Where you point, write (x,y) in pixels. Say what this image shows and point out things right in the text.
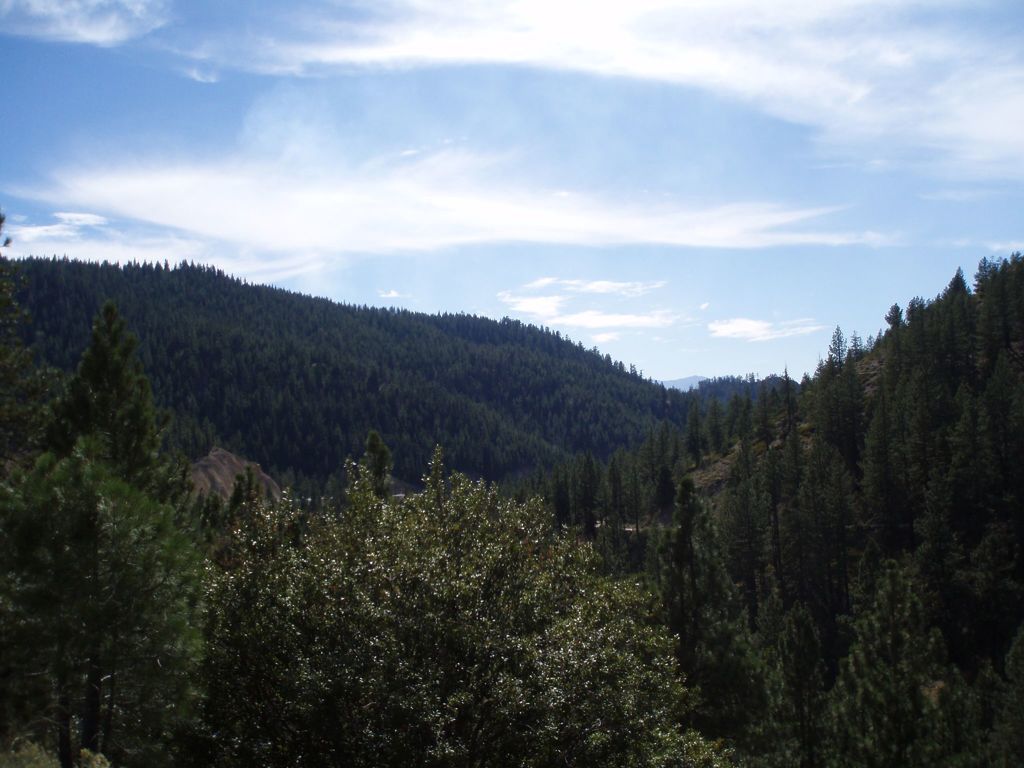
In this picture I can observe some trees (355,585). In the background (437,398) there are hills (362,374) and some clouds (347,235) in the sky (528,216).
